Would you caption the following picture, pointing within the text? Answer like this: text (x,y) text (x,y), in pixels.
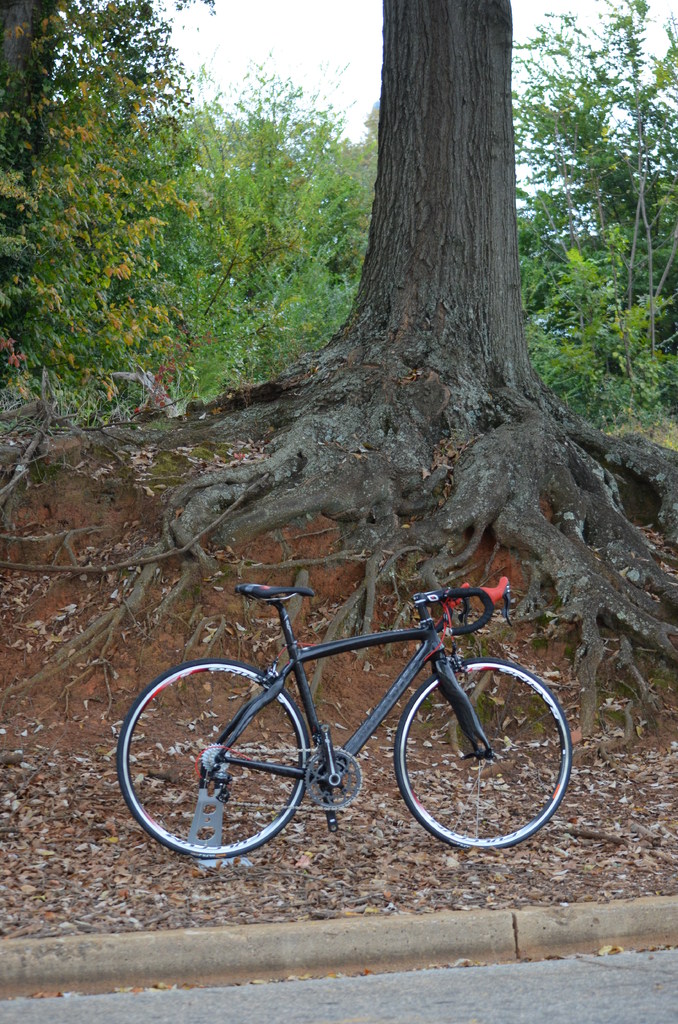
In this image we can see one bicycle (301,590) near the tree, one road (628,980) at the bottom of the image (635,985), some dried leaves (416,768) on the ground (48,660), some trees (331,409), plants (200,331) and grass (668,427) on the ground (333,572). At the top (588,31) there is the sky (263,48).
